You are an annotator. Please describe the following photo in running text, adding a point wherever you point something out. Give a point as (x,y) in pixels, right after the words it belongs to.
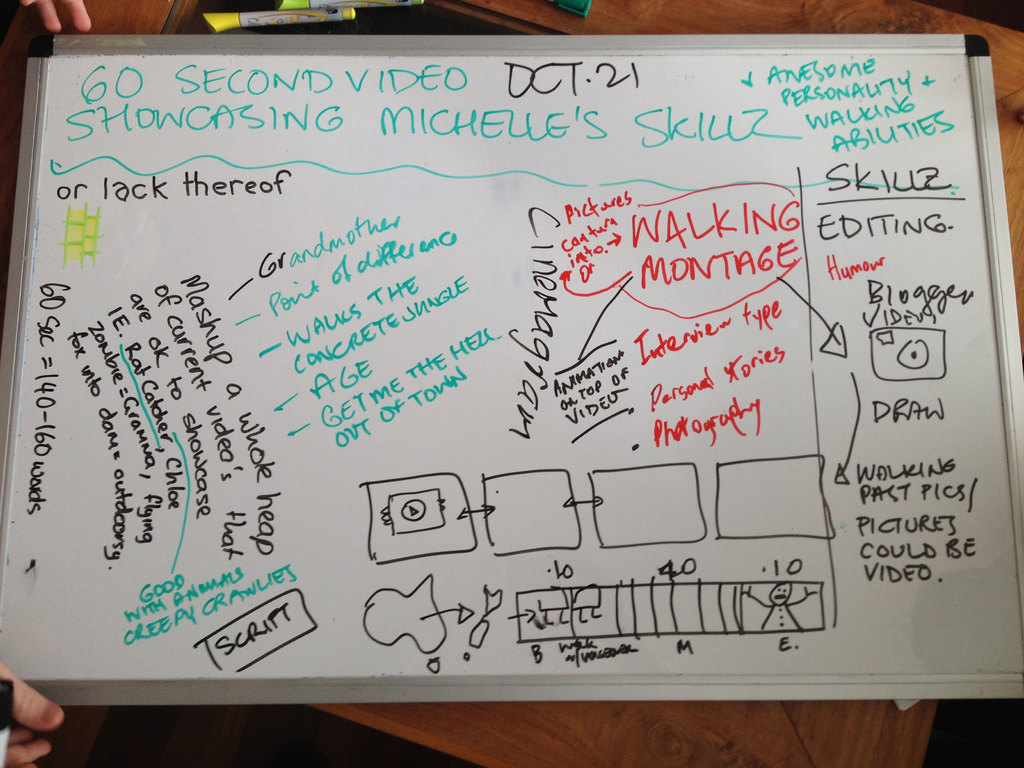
In this picture we can see the white board (493,510) in the front (461,434) with some drawings (404,588) and matter (522,345) on it.
